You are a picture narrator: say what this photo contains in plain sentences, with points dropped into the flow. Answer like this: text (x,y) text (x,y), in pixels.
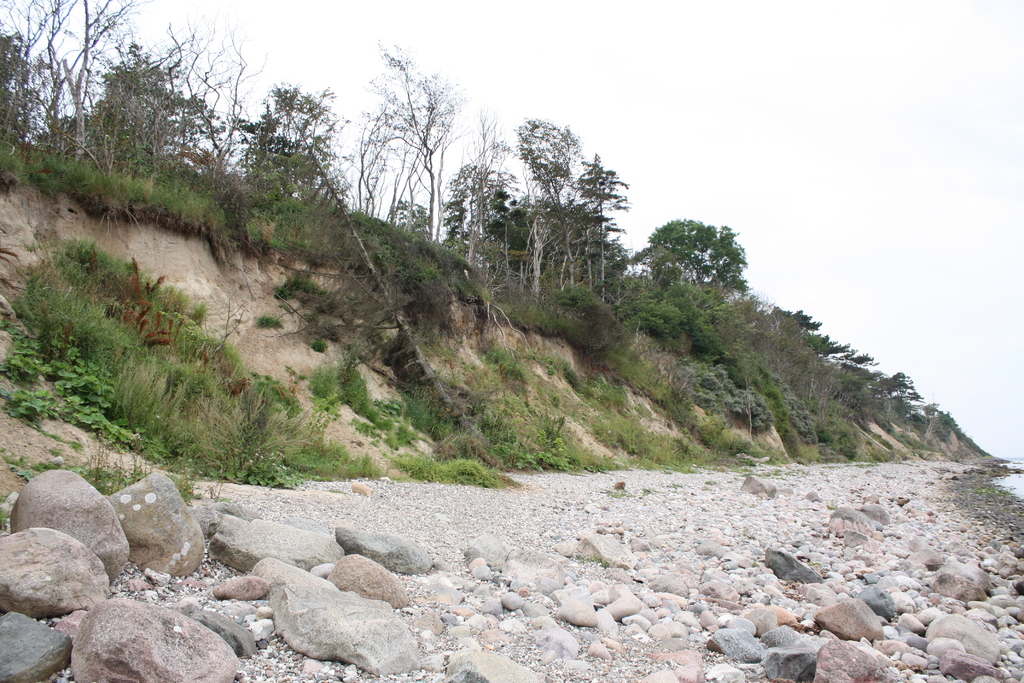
In this picture I can see the stones (706,529) at the bottom (634,558). In the middle (600,278) there are trees (589,339), at the top (760,96) there is the sky (835,109).
